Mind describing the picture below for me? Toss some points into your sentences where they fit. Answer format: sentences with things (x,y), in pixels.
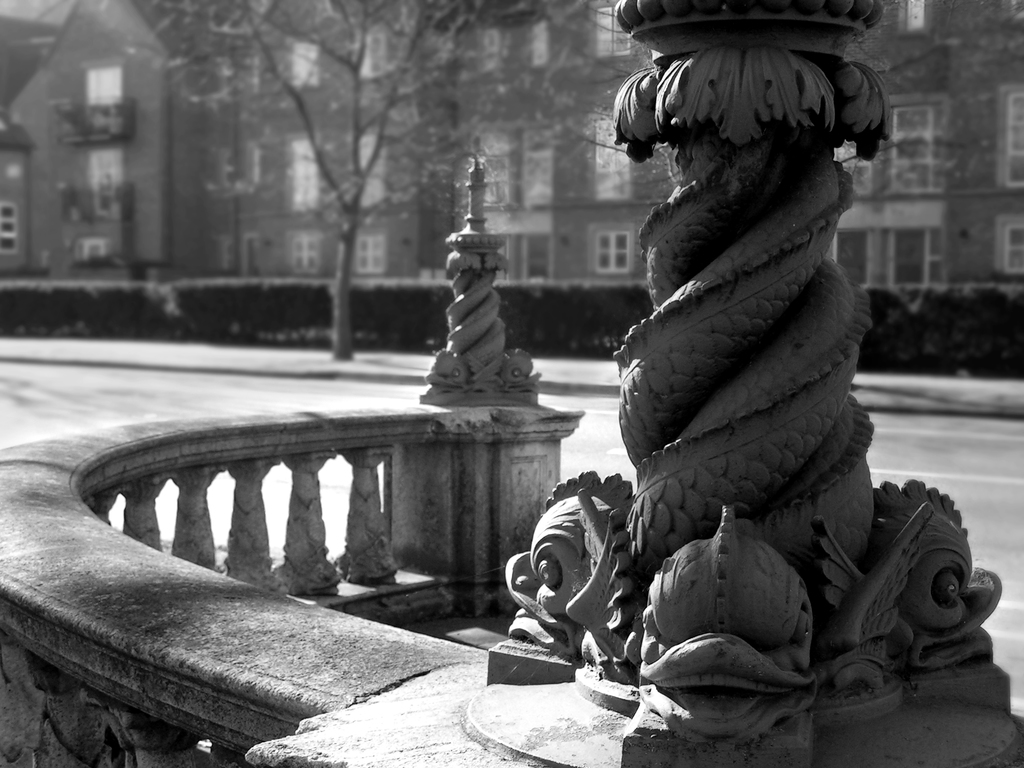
This is a black and white image. In this image we can see a statue (721,526) and a barricade (290,594). On the backside (307,377) we can see the road (300,388), a group of plants (628,328), trees (408,201) and a building (565,271) with some windows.
